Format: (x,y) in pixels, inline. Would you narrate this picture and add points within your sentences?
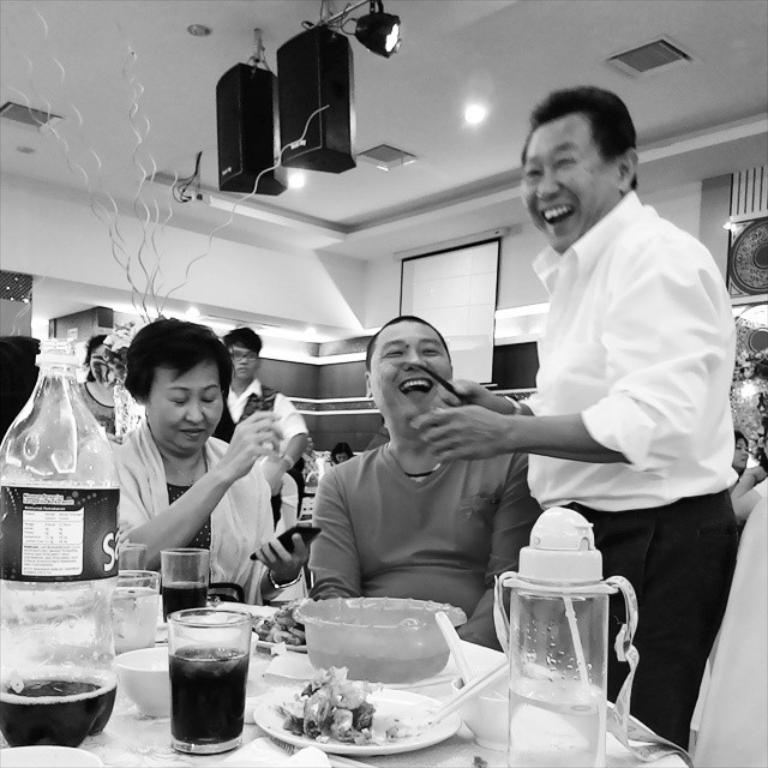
As we can see in a picture that many people (386,480) are there. The man (625,364) is standing and he is wearing a white shirt (625,349). This is a table (478,746), water jar (525,696), a glass (240,693), plate (415,744), food (329,707) in a plate (417,733). This is a bottle (79,587).
